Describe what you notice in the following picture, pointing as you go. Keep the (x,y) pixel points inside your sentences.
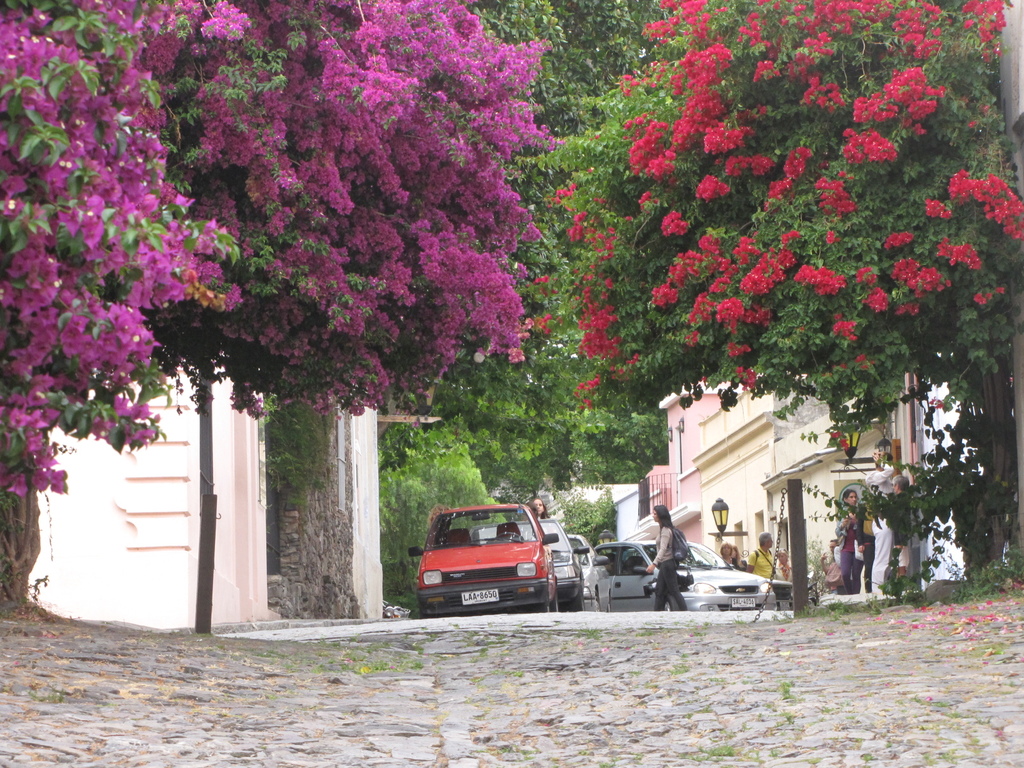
In the image on the road (534,644) there are cars (577,573) and there are few people (855,563). There are trees (318,131) with flowers (350,140) and also there are trees (408,481) without flowers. In the background (733,491) there are buildings (740,511) and also there is a lamp (721,525). On the right side of the image (799,533) there is a pole (801,545).
